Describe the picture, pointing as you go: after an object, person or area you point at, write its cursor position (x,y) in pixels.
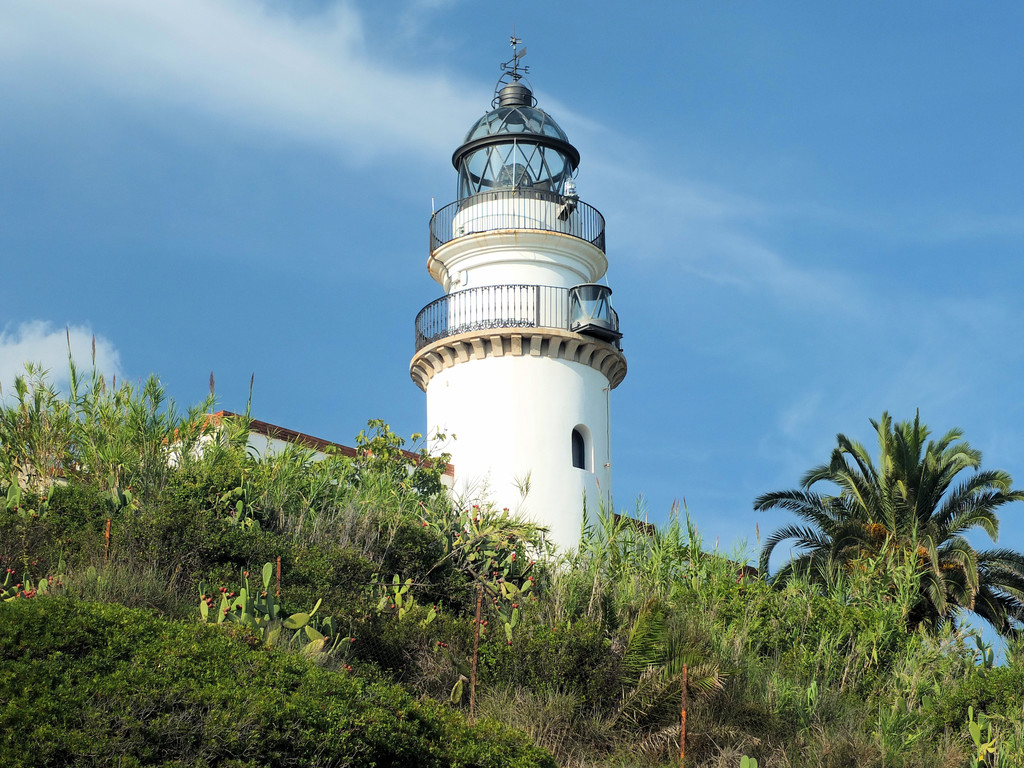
This image is taken outdoors. At the top of the image (435,81) there is the sky (247,368) with clouds (354,67). At the bottom of the image (235,709) there are many trees (193,599) and plants (571,572) with green leaves (877,509), stems (590,601) and branches (566,674). In the middle of the image (549,279) there is building (264,446) and there is a tower (524,401) with walls (493,442), railings (437,325) and carvings (542,344). There is a direction pole (516,62) on the tower (519,144).
